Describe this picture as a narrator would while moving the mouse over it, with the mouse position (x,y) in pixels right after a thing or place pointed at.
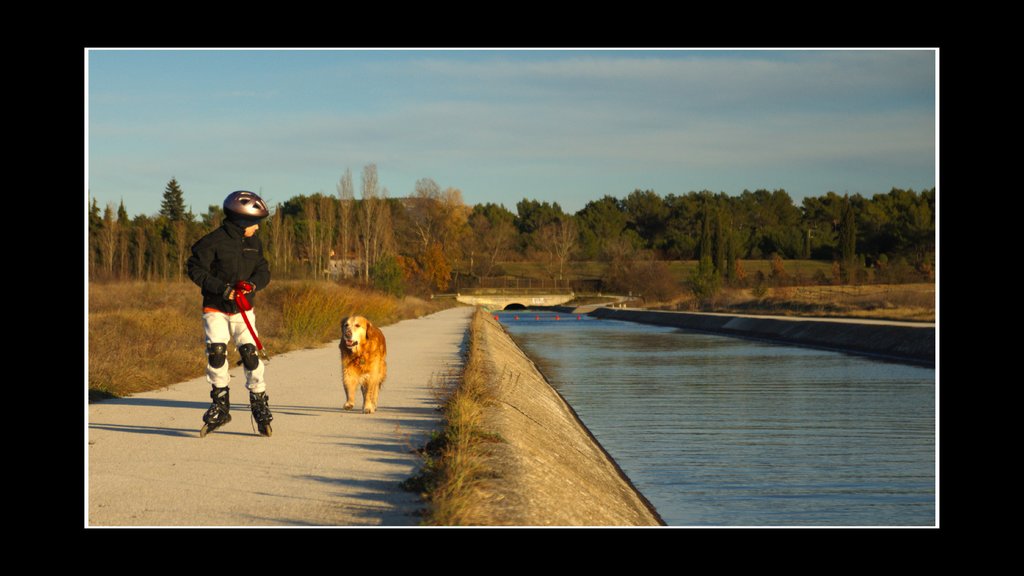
In this image, we can see a person (258,381) is skating on the walkway (214,491) and holding a belt (239,298). Here a dog (355,364) is running. In the middle of the image (421,267), we can see so many trees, plants (451,290), grass (453,400), bridge (505,292), water (650,401). Background (434,120) there is a sky (453,117). The borders of the image, we can see black and white color.
